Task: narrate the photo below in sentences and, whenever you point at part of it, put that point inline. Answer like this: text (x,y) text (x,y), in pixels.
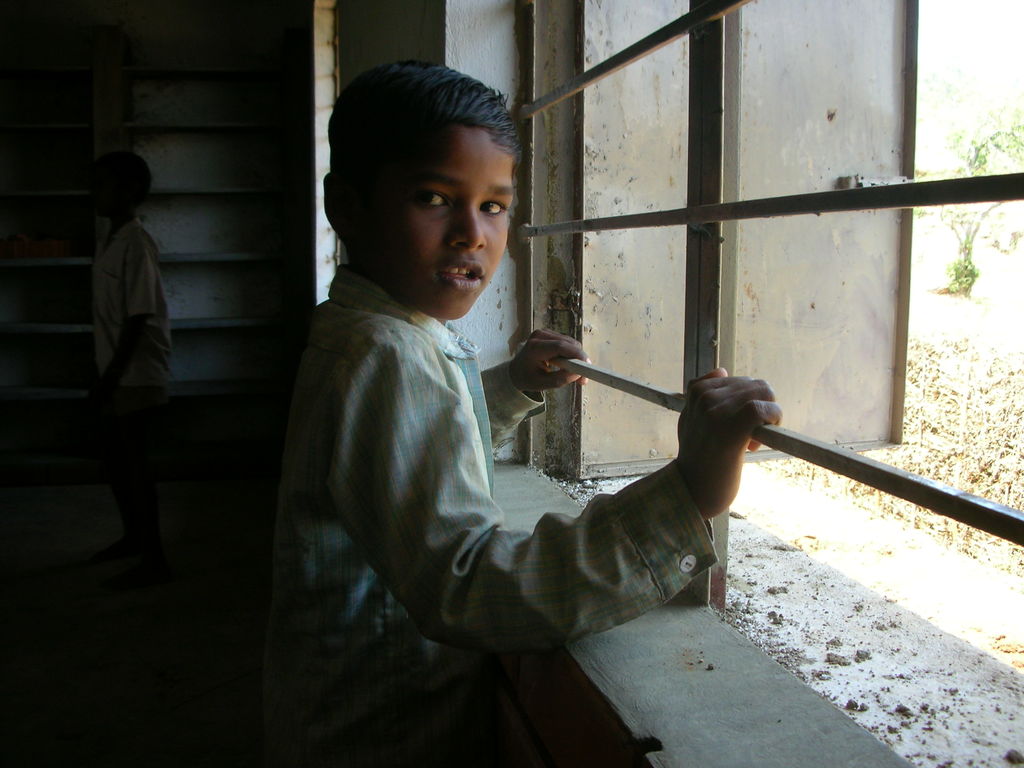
In this image there are persons (166,317) standing. On the right side (801,359) there is a window (825,411) and in the background (199,134) there is an object (237,187) which is white in colour. Behind the window (861,275) on the right side (973,283) there is a tree (978,242) which is visible.
